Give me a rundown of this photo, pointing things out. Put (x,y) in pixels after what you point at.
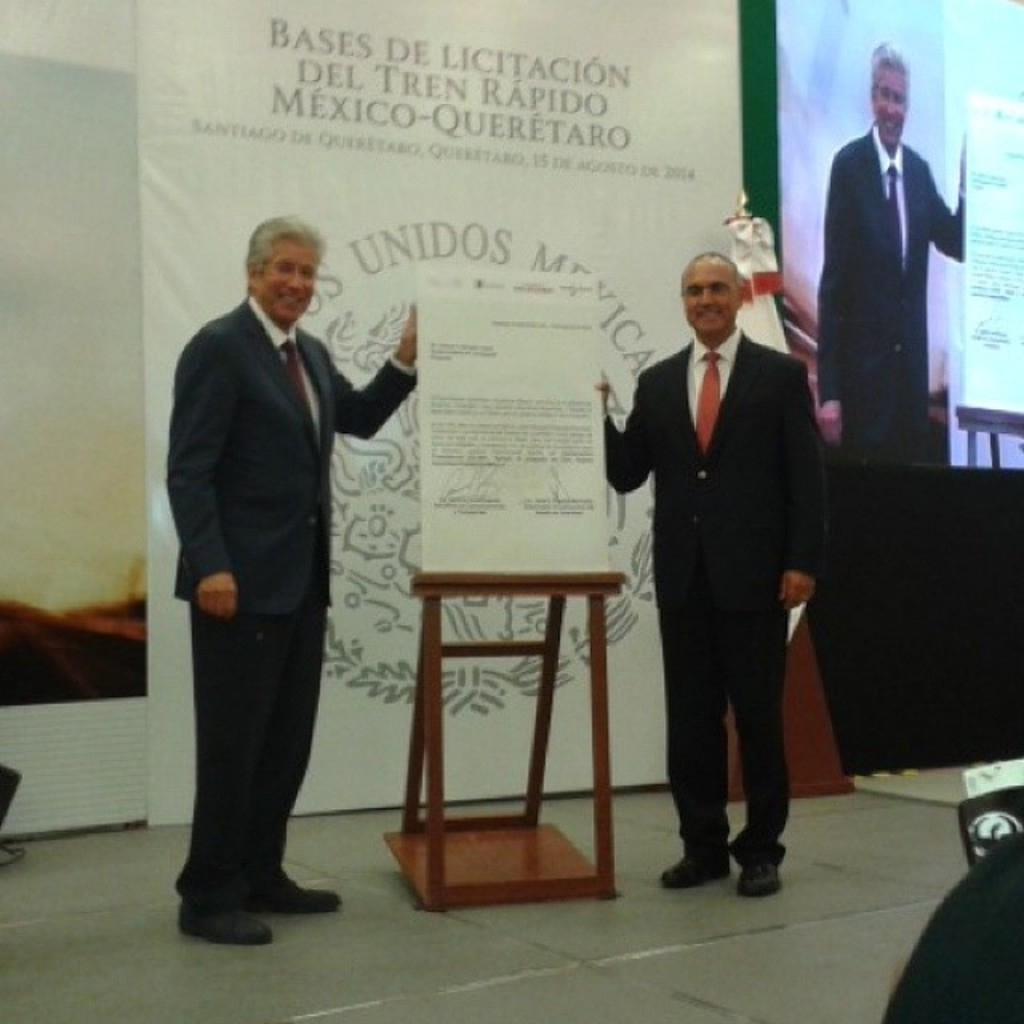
In this image I can see two men (731,291) are standing and holding a paper (461,429). In the background (800,220) I can see a screen (827,327) and a banner (504,126). I can also see smile on their faces (269,285).
